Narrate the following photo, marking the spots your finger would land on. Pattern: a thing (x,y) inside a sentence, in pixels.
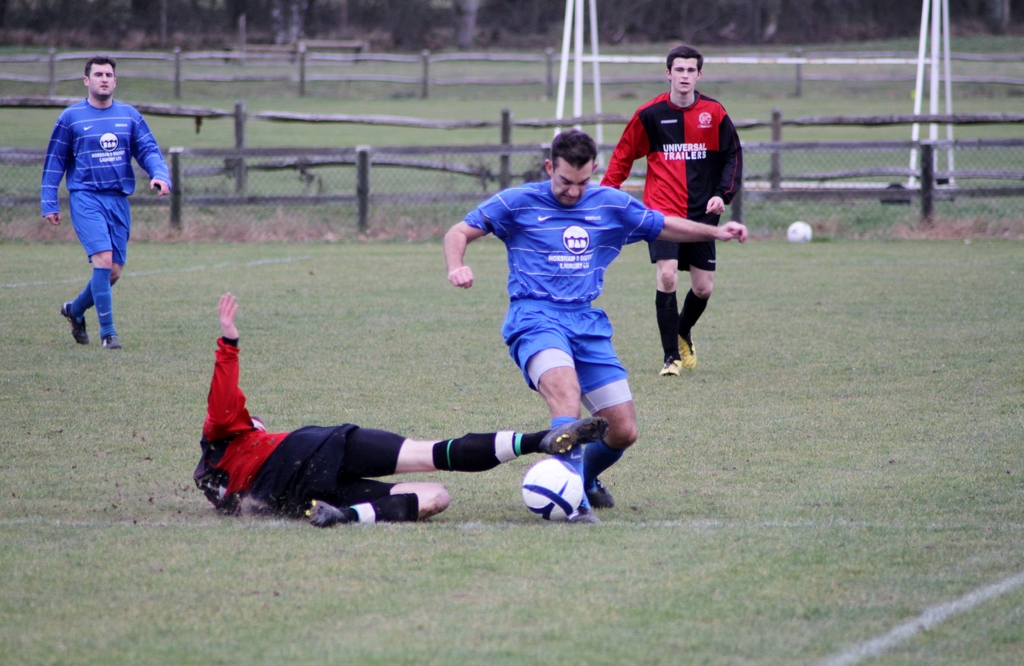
In this picture we can see four men (356,507) playing in a playground (598,572). This is a ball (550,491). Here we can see fence (346,162) with branches (399,79). This is a stand (947,26) with net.
